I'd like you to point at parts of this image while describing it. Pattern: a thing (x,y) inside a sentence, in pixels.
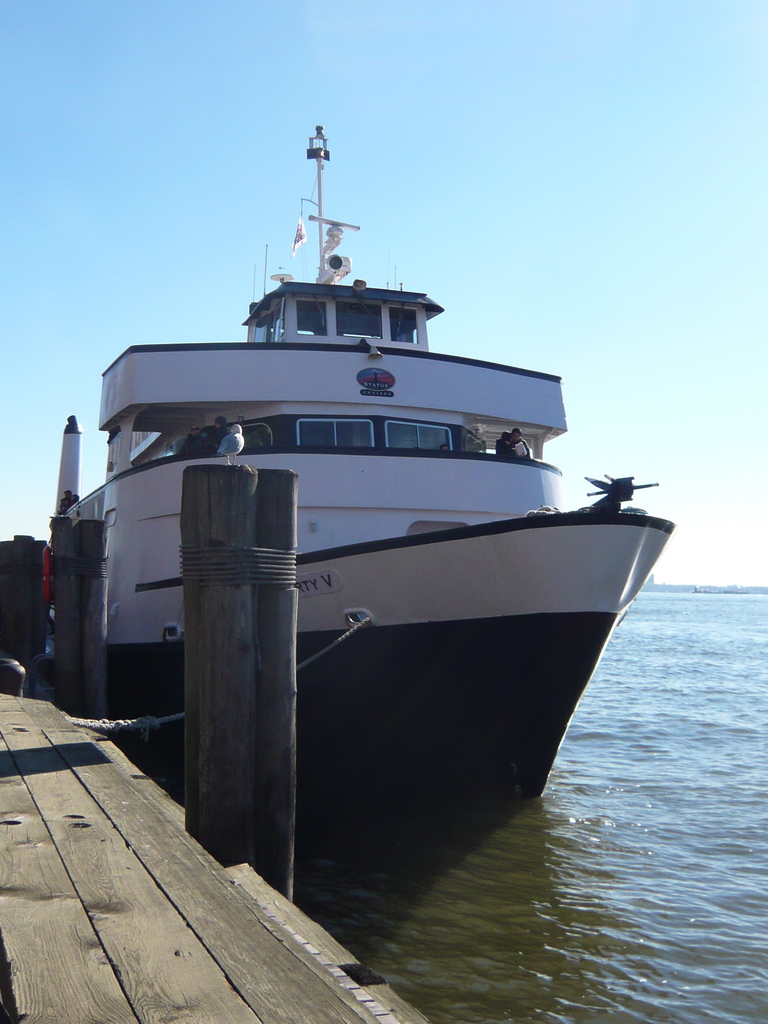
In the foreground of the image (249,555) we can see a bird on wooden poles (253,728). In the center of the image (508,444) we can see a person (503,438) standing on a ship (554,555) placed in water (658,841). In the background (6,240), we can see some poles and the sky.
